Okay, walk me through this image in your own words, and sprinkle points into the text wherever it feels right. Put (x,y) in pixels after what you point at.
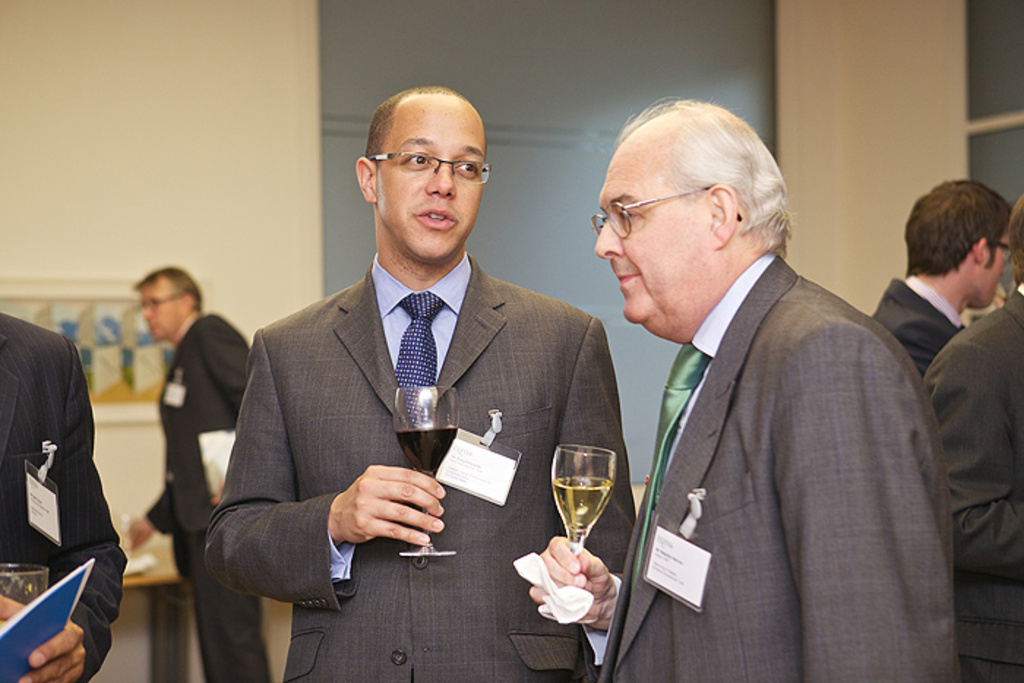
In the foreground of the picture (499,413) we can see men (649,515), few (477,521) are holding glasses (583,508). On the right (982,306) there are people (941,357). In the background (191,397) there is a person (194,389) and there are table (133,561), frame (128,319) and wall (531,44).
